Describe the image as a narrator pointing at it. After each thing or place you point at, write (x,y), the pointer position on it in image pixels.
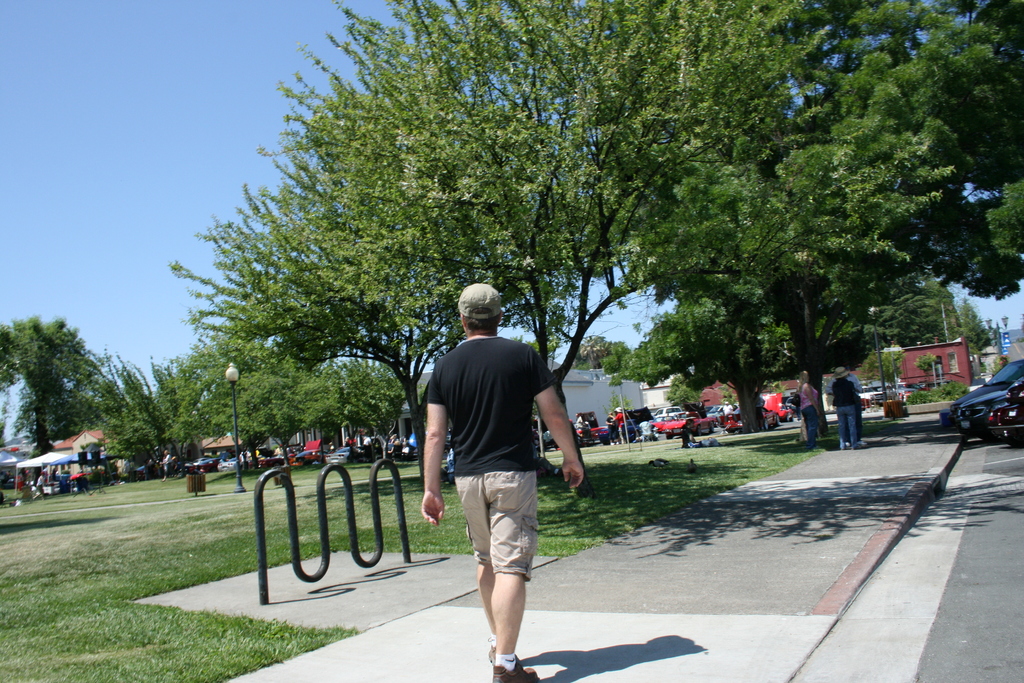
In the center of the image (435,381) there is a person (519,343) walking on the pavement (772,527). In the background of the image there are vehicles (721,426). There are people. There are trees (749,371). To the left side of the image (69,558) there is grass (76,617). To the right side of the image (940,617) there is road (944,593). At the top of the image (42,98) there is sky (126,102).
